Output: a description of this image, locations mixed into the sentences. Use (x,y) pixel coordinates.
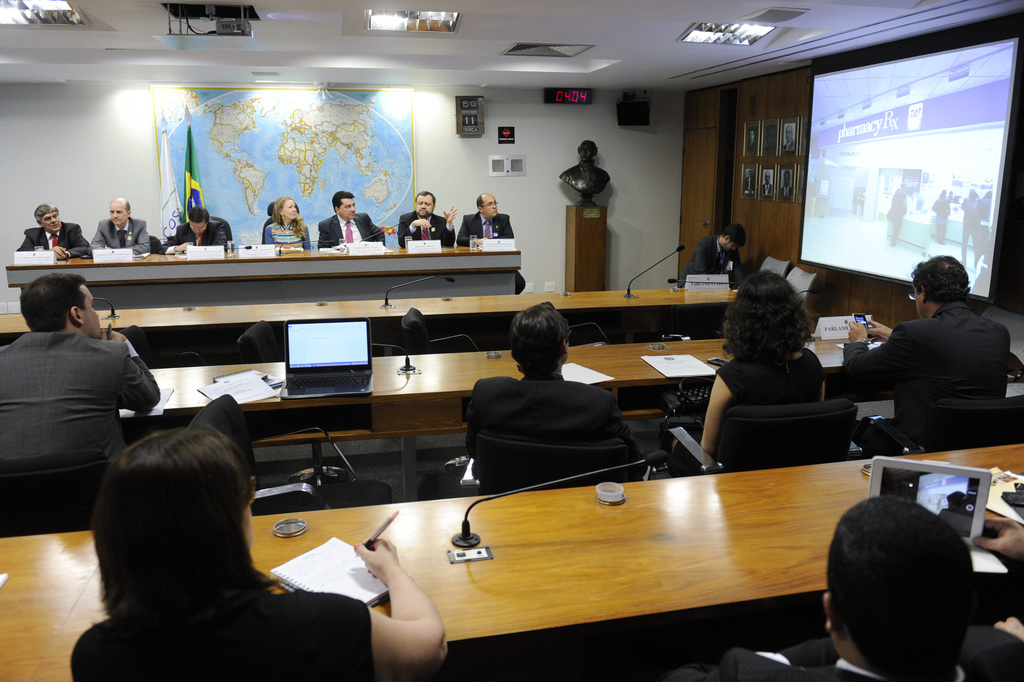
In this image there are group of people (846,344) sitting on the chair (42,526) in front of the table (584,594) on which a laptop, papers (564,377), books (355,553), bottle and name plates (198,255) etc. are kept. A roof top (418,36) is white in color on which light (74,16) is mounted. In the right (861,132) a screen (864,191) is visible. The walls (622,173) are white in color on which poster (278,155) is there. Below that flag (193,166) is there. In the middle (581,241) a table (574,260) is there on which statue (584,203) is there. This image is taken inside a hall (585,343).
